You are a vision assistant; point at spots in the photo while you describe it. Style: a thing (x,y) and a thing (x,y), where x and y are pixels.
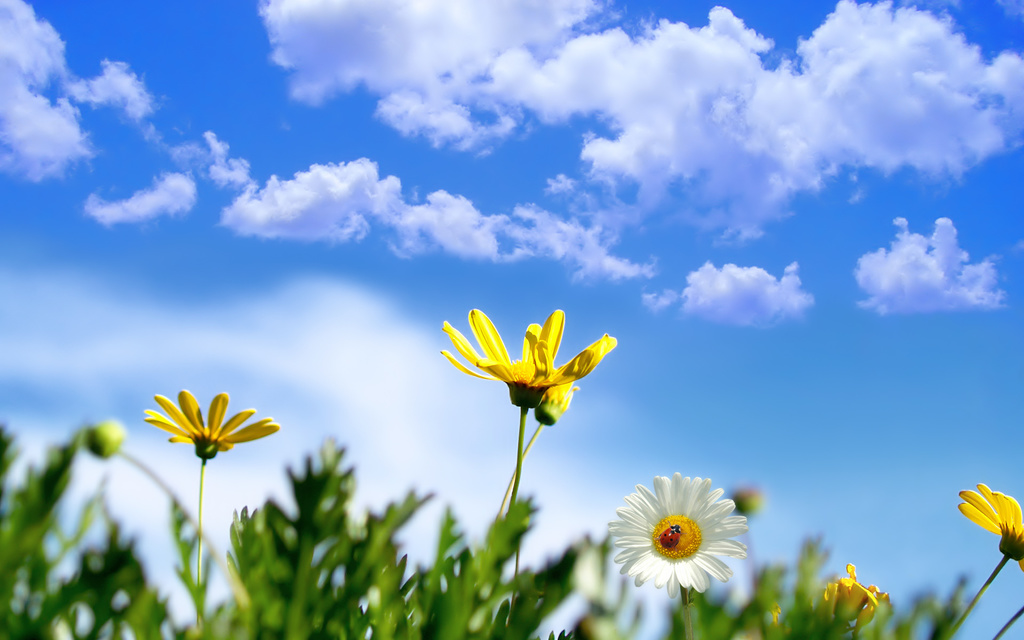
There are some plants (504,526) with flowers (634,571) as we can see at the bottom of this image (439,518), and there is a cloudy sky (495,280) in the background (433,285).
